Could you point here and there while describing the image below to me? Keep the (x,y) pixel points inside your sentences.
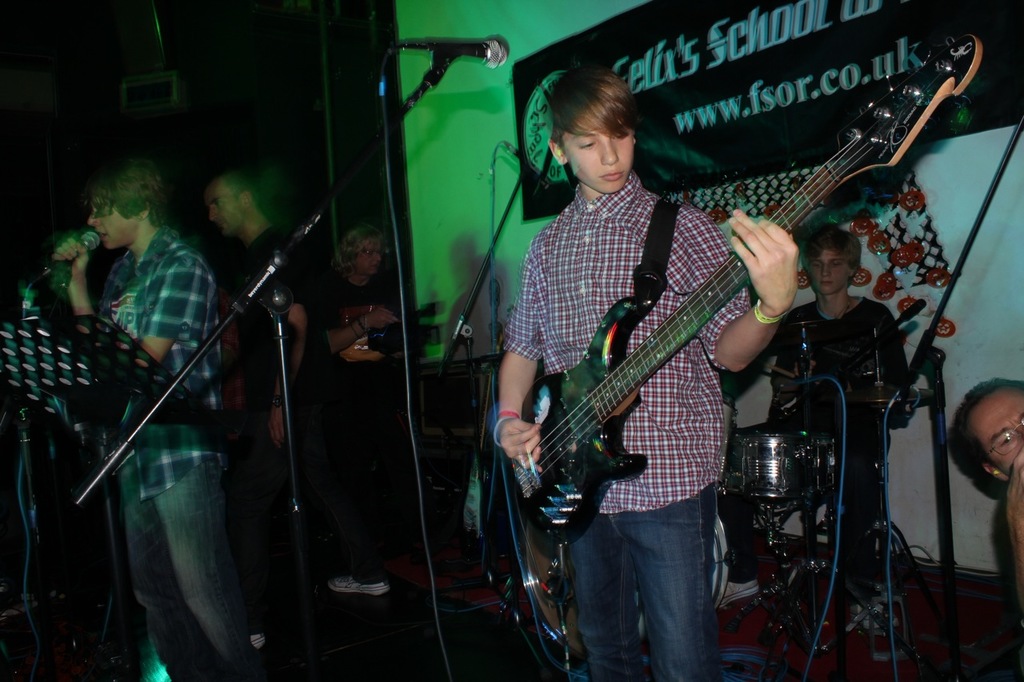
There are few people (643,399) on the stage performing by playing musical instruments (569,430) and singing. This is a microphone (438,53). On the wall (417,257) there is a banner (726,54).
